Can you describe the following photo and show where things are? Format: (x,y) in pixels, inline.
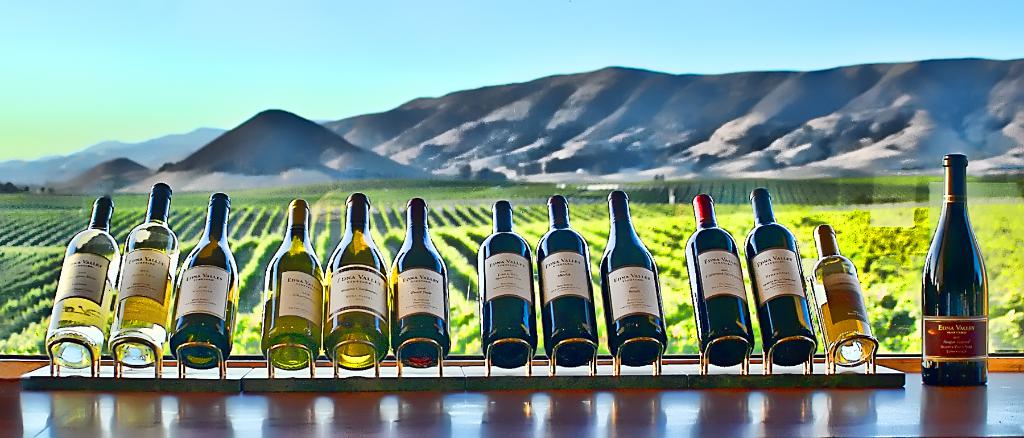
In this image, there is a table (913,399) on that table (457,405) there are some bottles (306,297) and in the right side (939,375) there is a bottle (940,238) in black color, In the background (193,223) there is ground (382,252) full of grass (473,206) and there are some mountains (569,127) and there is sky (320,25) which is blue in color.
